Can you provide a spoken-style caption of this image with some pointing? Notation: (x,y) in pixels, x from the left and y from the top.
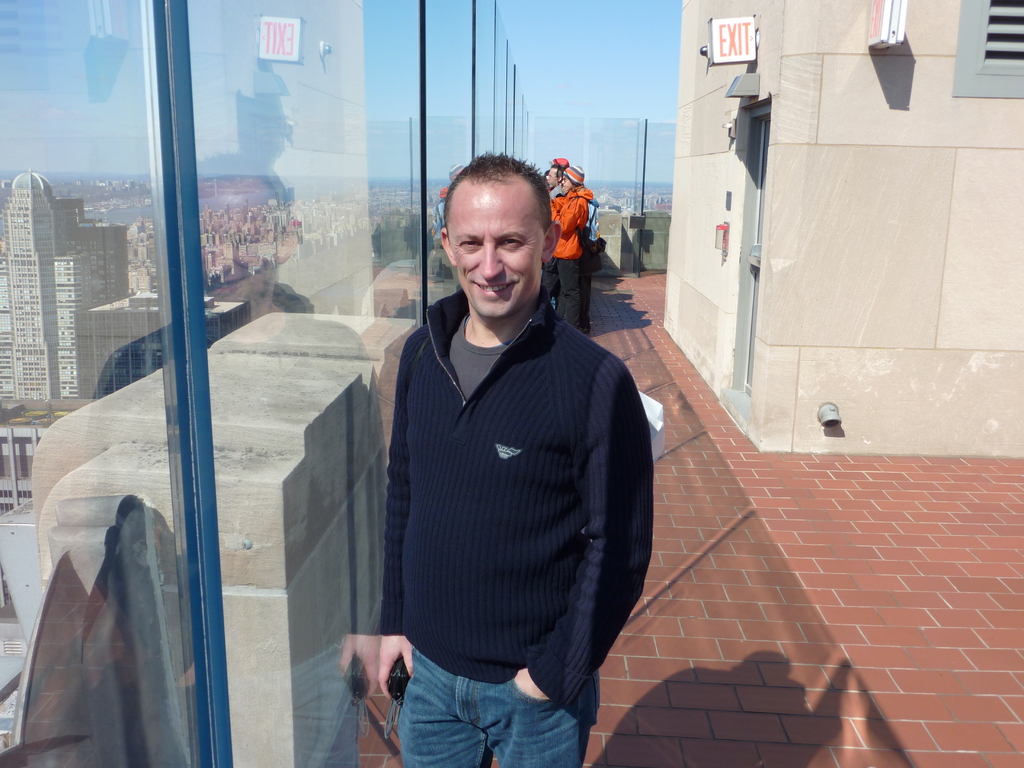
In this image we can see the people (623,420) standing on the path (683,551). We can also see the door (741,306), window (967,43), exit boards (737,28) and also the walls (773,193) on the right (709,150). We can see the glass (333,170) and through the glass (271,205) we can see many buildings (79,284). We can also see the sky (574,49).
